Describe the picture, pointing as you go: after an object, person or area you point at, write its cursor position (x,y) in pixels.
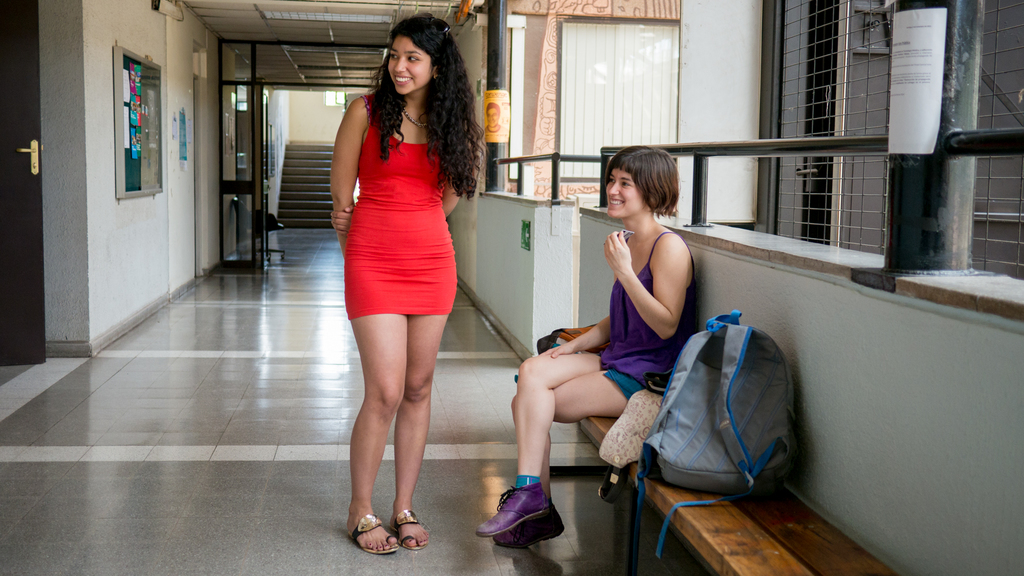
In this image at the right side (683,238) there is a person (661,282) sitting on the bench (740,522). Beside her there are two bags (750,459). In front of her there is another person (382,254) standing on the floor (392,456). At the left side of the image (205,274) there is a wall (92,80) with the notice board (122,178). Beside the wall (57,168) there is a door (42,301). On the backside (291,202) there are stairs (318,179). At the right side of the image (844,120) there is a metal fence (834,134).
